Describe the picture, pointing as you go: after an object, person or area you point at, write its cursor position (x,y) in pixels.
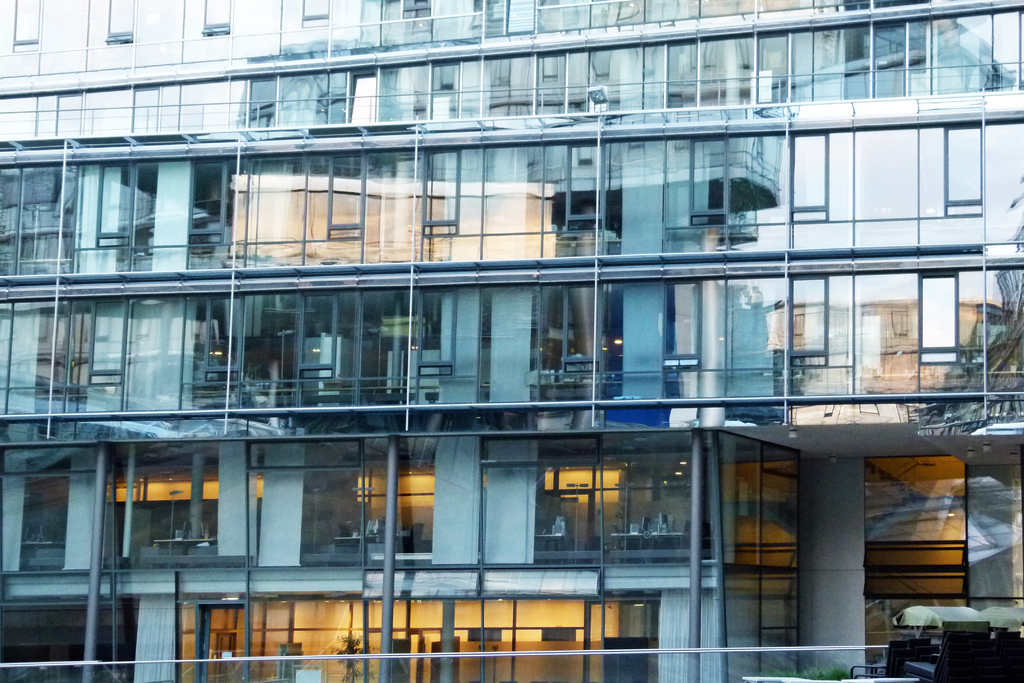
In this picture I can see the building (554,290). In the bottom right corner (974,679) I can see the plants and benches (872,675). Inside the building (702,522) I can see the laptop's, mouse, chairs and other objects (667,527) on the table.
